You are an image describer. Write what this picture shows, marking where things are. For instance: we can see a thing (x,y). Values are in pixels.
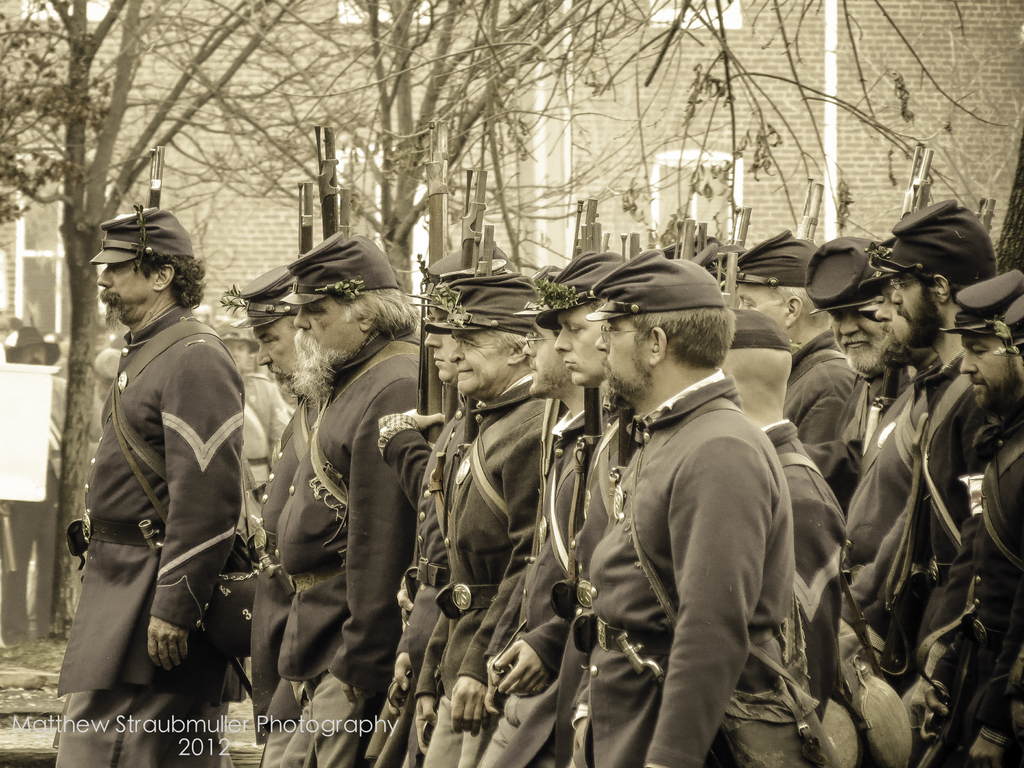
In this picture I can observe some men (493,476) walking on the road (33,737). There is a watermark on the bottom left side (140,721). These men (323,589) are wearing caps (344,256) on their heads (581,312). Some of them are holding guns (337,210) in their hands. In the background (309,41) there are trees (248,161) and a building (215,201). This is a black and white image.
